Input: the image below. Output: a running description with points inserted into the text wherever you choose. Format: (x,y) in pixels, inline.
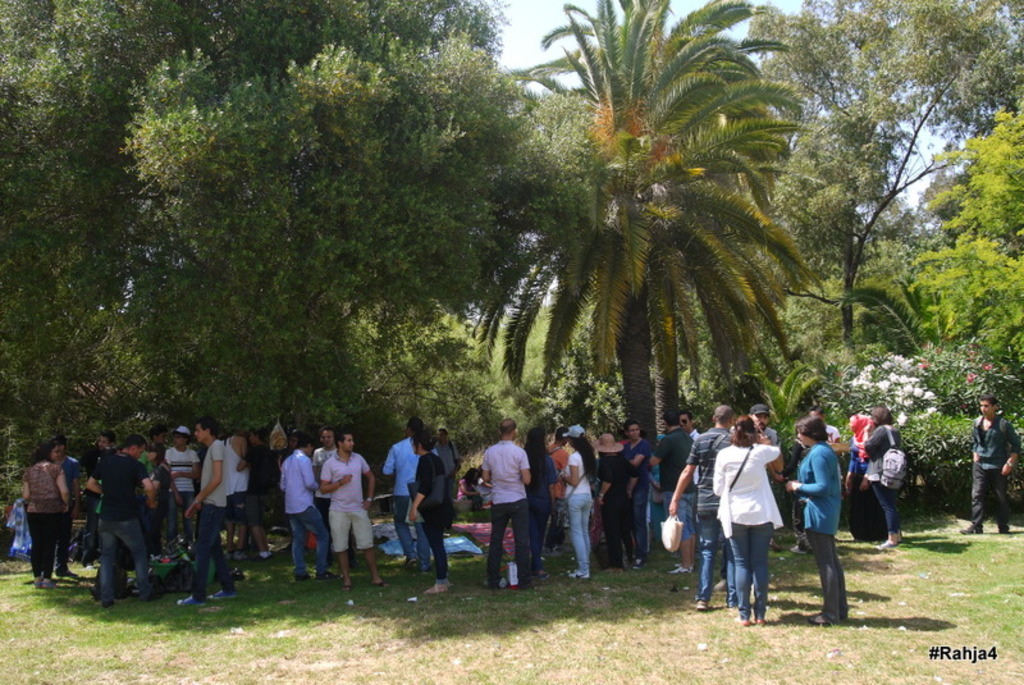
In this image we can see the people (597,447) standing on the grass (566,578). In the background (486,244) we can see many trees (690,203) and also flower plants (946,422). In the bottom right corner (967,656) there is text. Sky (511,22) is also visible.
